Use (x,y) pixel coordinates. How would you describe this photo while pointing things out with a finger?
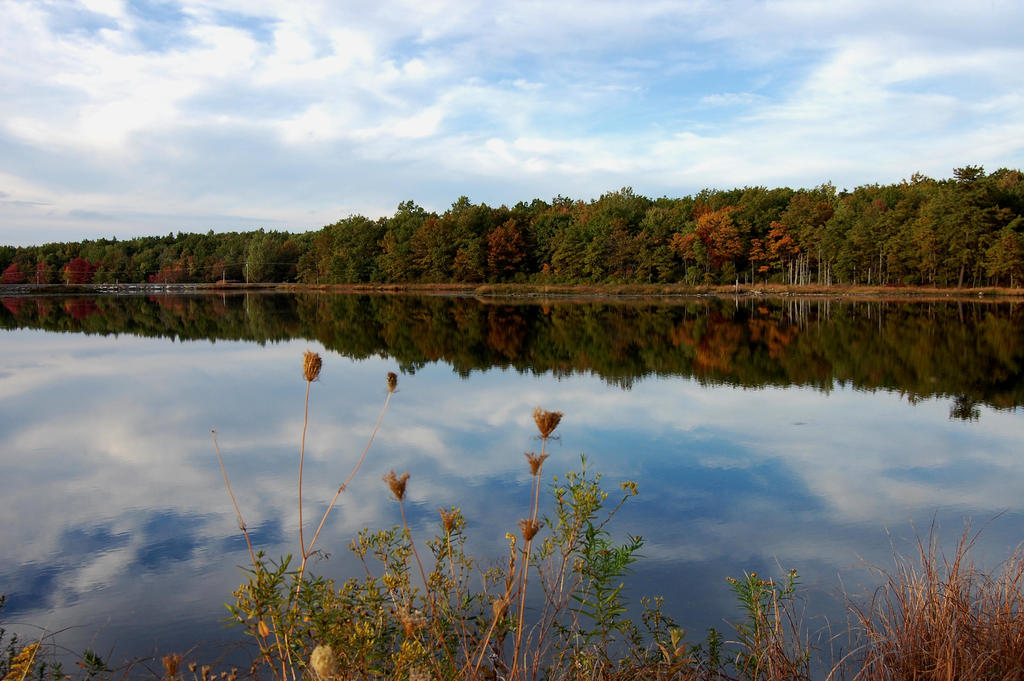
In this image, I can see grass (284,601), water (359,420), poles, wires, trees (683,255) and the sky (712,118). This picture might be taken near the lake (264,369).
